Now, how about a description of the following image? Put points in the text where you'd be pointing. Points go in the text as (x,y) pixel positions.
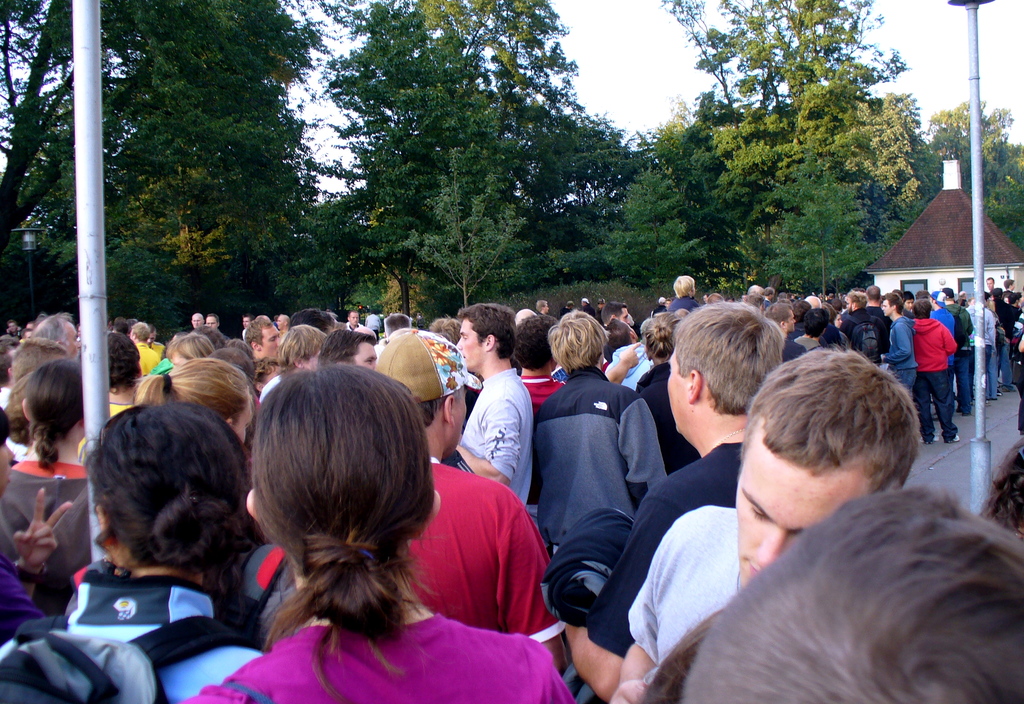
In the image we can see there are many people (224,402) standing, wearing clothes (610,462) and some of them are carrying a bag (57,653) on their back (149,621). This is a pole (87,324), footpath (948,484), house (944,247), trees (471,195) and a white sky (627,57).
